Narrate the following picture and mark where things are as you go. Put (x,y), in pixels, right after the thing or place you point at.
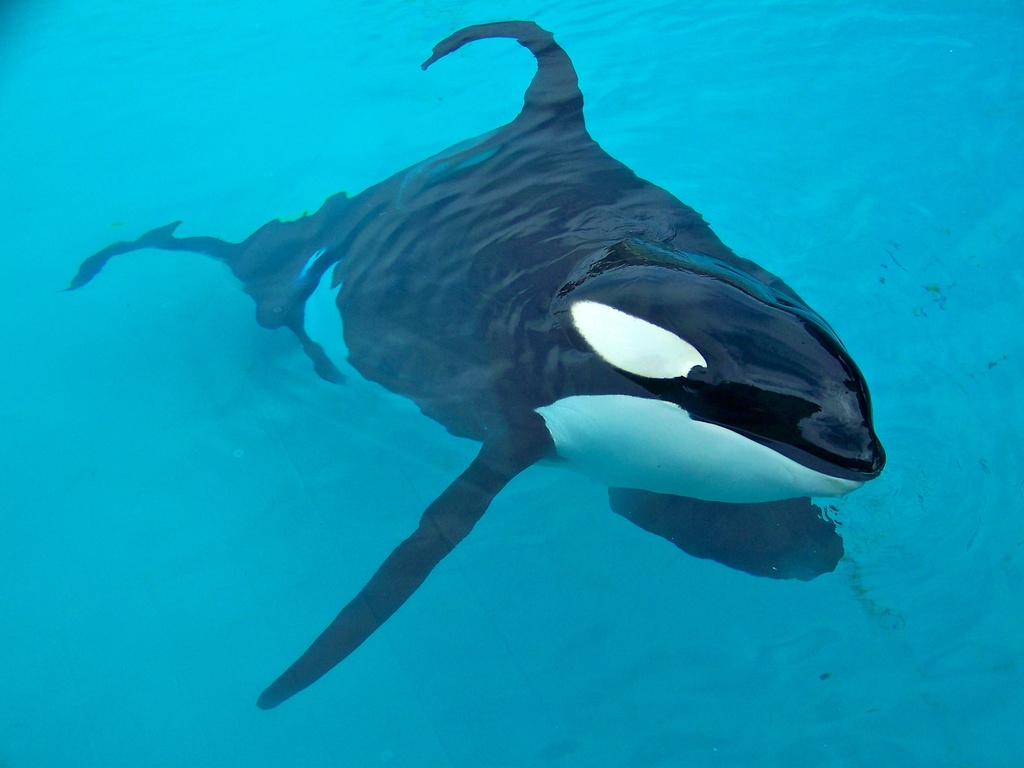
In this image there is a killer whale (583,347) in the water (768,85).
